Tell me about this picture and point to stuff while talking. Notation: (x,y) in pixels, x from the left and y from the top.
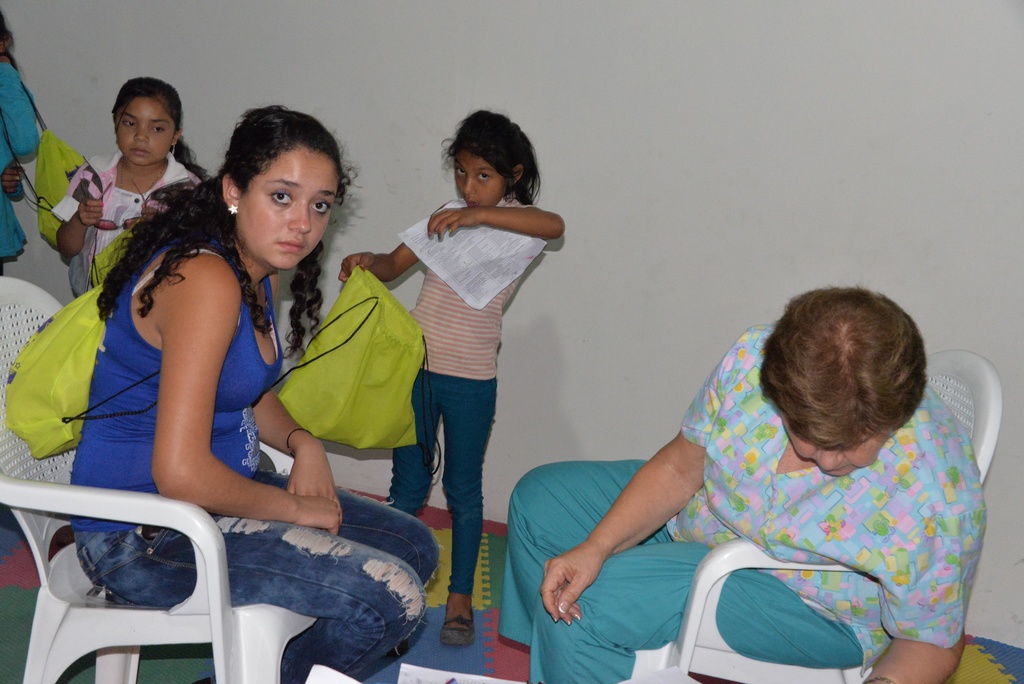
In this picture we can see two people (790,498) sitting on chairs (133,679). In the background (5,135) we can see a person (15,153), two girls (181,161), bags (107,254), paper (430,250), goggles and the wall (750,220).
